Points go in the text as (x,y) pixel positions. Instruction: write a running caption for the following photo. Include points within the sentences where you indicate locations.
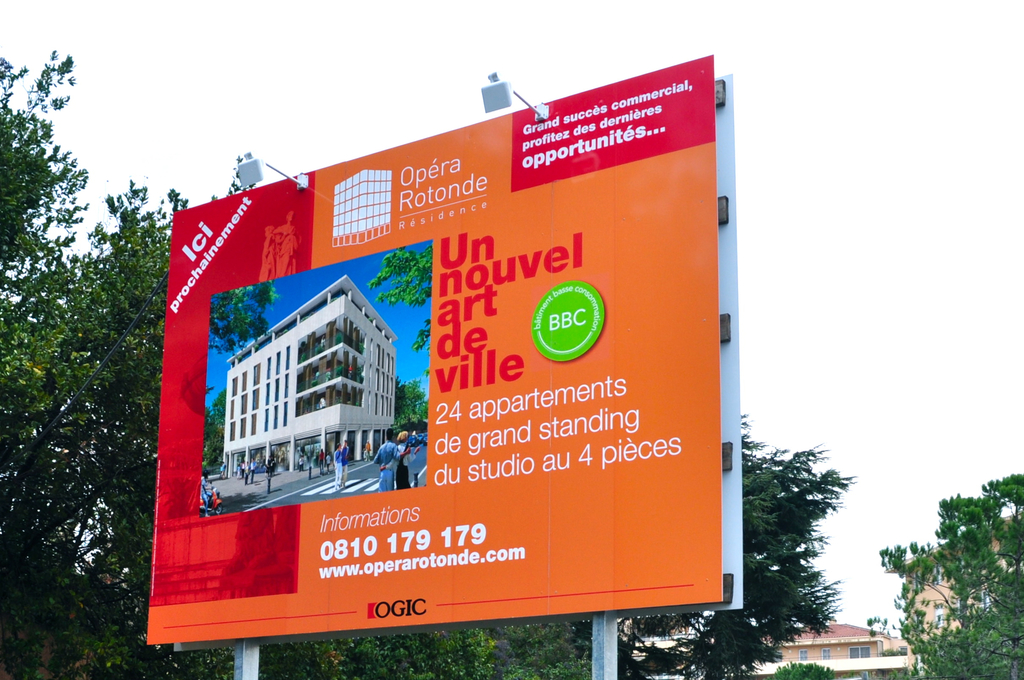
In this picture we can see the poles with hoardings (651,419) and lights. Behind the hoardings (400,408) there are trees (1014,634), buildings (886,661) and the sky (911,197).
